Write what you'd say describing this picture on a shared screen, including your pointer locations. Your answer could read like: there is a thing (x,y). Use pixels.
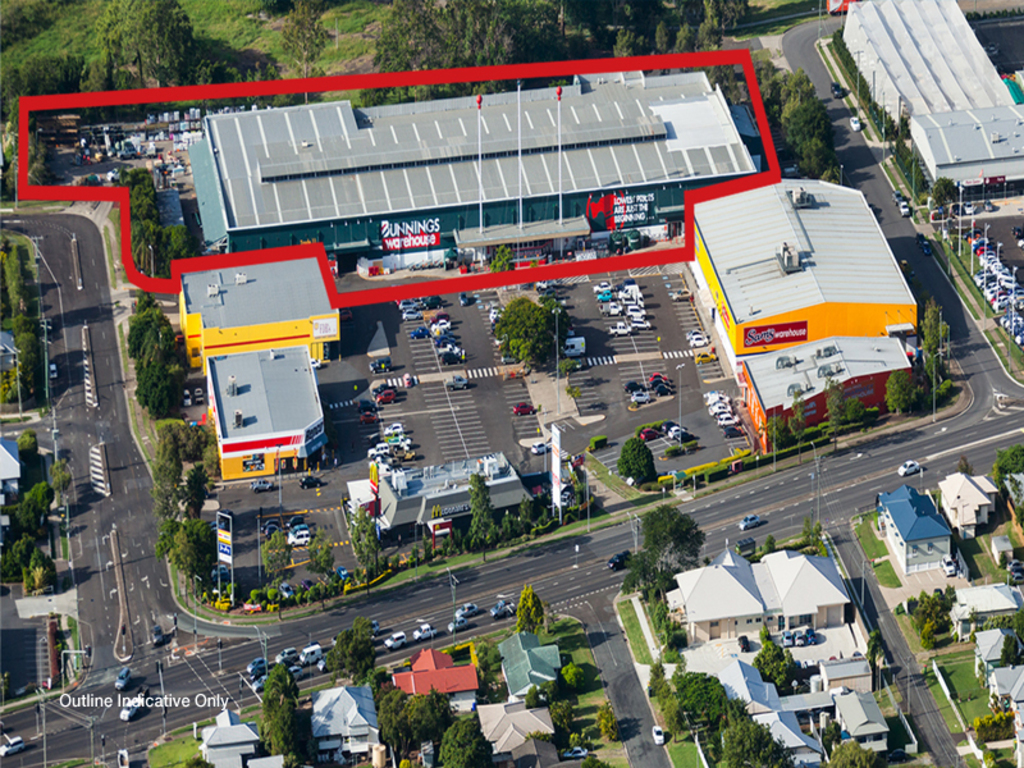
In this image there are cars (900,474) on the road (82,294). There are buildings (945,535), trees (670,567), hoardings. There are street lights (815,460), poles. There is some text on the left side of the image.
